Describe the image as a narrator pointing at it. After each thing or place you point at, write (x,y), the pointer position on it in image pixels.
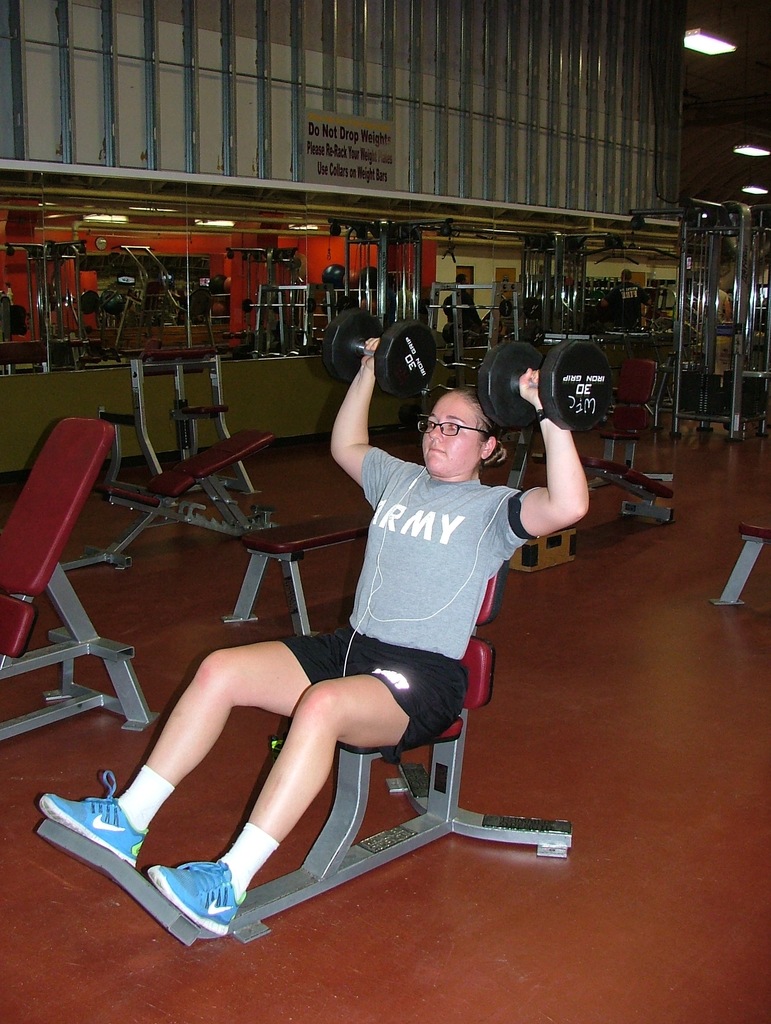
A woman (240,678) is sitting on the chair (439,772) lifting weights (592,417), this is mirror (159,292).
